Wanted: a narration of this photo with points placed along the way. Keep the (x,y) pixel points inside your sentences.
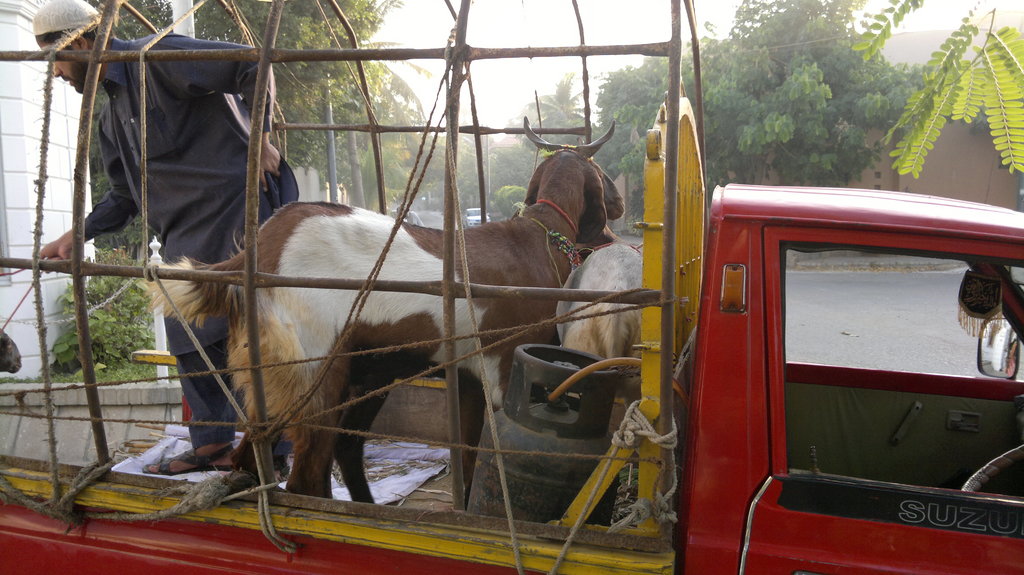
In this picture I can see there is a small truck (797,542) and there are two goats (509,356), there is a man (147,122) standing and holding a rope (26,294), it is tied to a goat (17,359). There is a road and there are trees (296,18) on both sides of the road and there are few poles (332,114) and the sky (522,14) is clear.
